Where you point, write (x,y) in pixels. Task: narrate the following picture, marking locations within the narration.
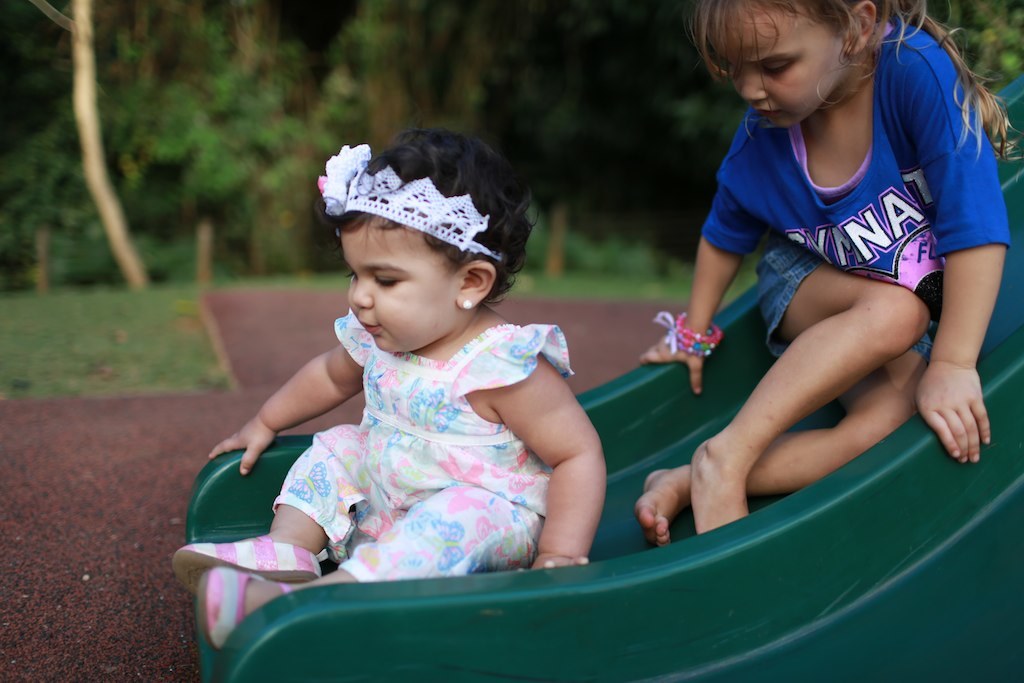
In this image there are two kids (954,421) sliding on the sliding board (639,421), and in the background (23,178) there are trees (173,268), grass (85,343).
